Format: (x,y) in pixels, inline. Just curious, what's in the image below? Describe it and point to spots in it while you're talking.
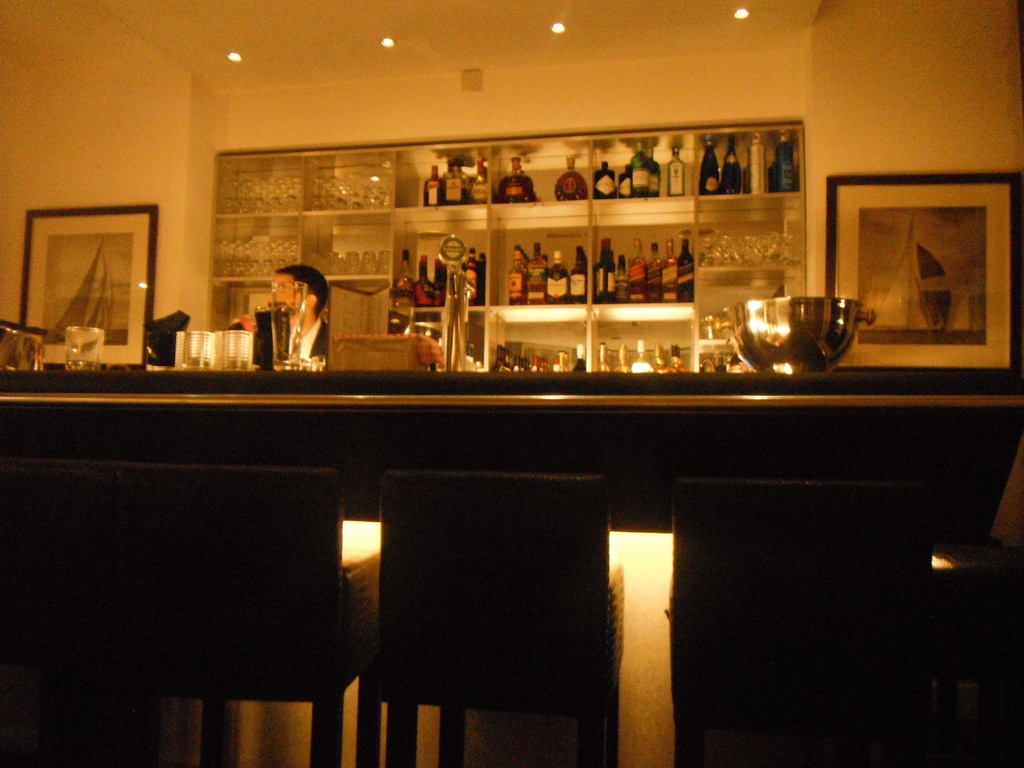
In the center of the image (529,412) there is a bar counter (479,399). There is a bartender (321,323). In the background of the image (456,144) there are wine bottles (671,244) in the shelf (568,212).
